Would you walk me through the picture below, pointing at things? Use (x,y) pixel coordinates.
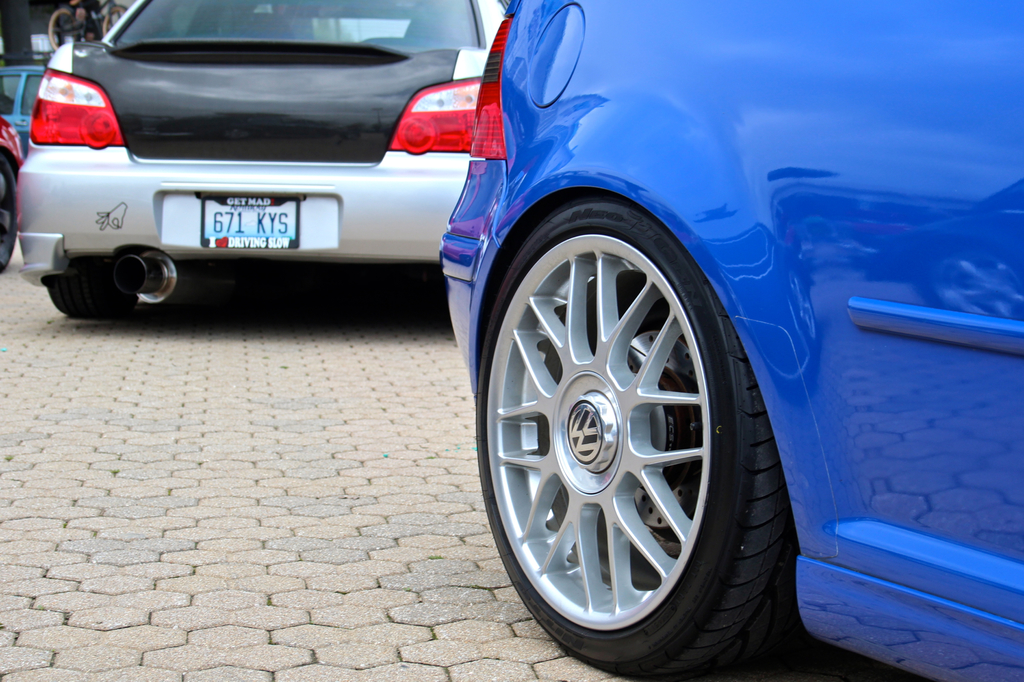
In the foreground of the image (502,564) we can see a platform (219,602) and the blue color car (651,465) and a tire (677,637). On the top of the image (386,145) we can see a black and silver color car (111,192).
